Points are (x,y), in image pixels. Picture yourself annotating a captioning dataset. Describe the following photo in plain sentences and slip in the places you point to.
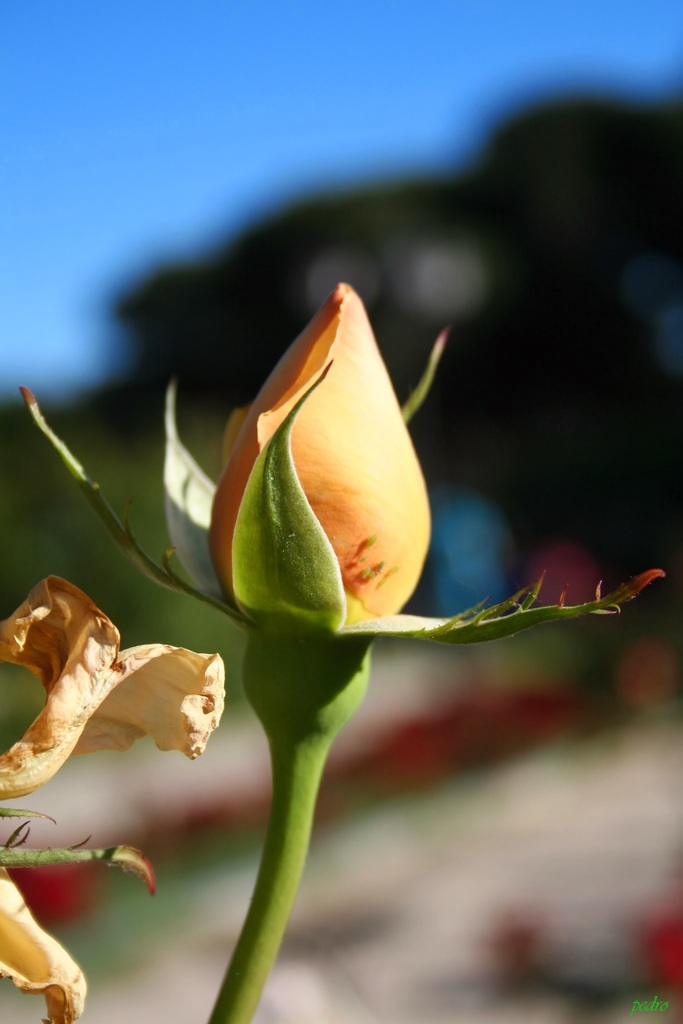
In this image I can see there is a flower bud (378,606) and there is another flower (6,896) on to the left (6,896). In the backdrop (103,589) I can see there are some trees (455,403) and the sky (164,187) is clear.
